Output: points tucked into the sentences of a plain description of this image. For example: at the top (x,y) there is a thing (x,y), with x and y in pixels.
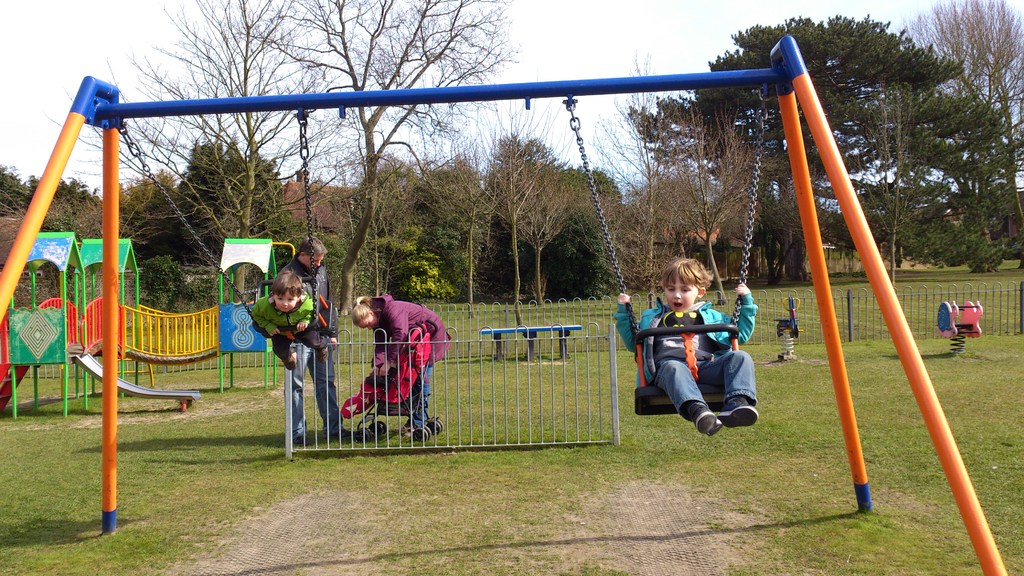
This is the picture of a place where we have two kids (648,325) on the swings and behind there is a fencing (404,403) and a slide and some trees (505,281), plants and some grass (9,494) on the floor (461,397).
